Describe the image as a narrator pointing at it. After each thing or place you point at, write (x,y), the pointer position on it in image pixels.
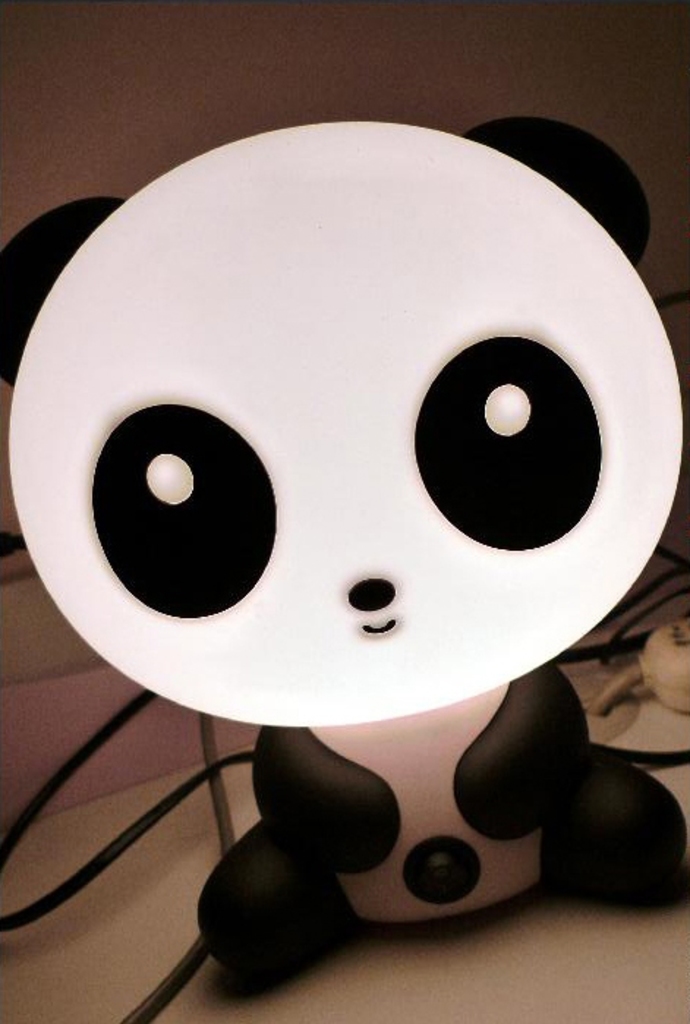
In this picture, we see a toy panda (424,722). It looks like a lamp (380,504) which is in the shape of a panda (365,819). It is placed on the white table (425,969). Behind that, we see the cables (128,714). In the background (389,118), we see a white wall (224,139).
